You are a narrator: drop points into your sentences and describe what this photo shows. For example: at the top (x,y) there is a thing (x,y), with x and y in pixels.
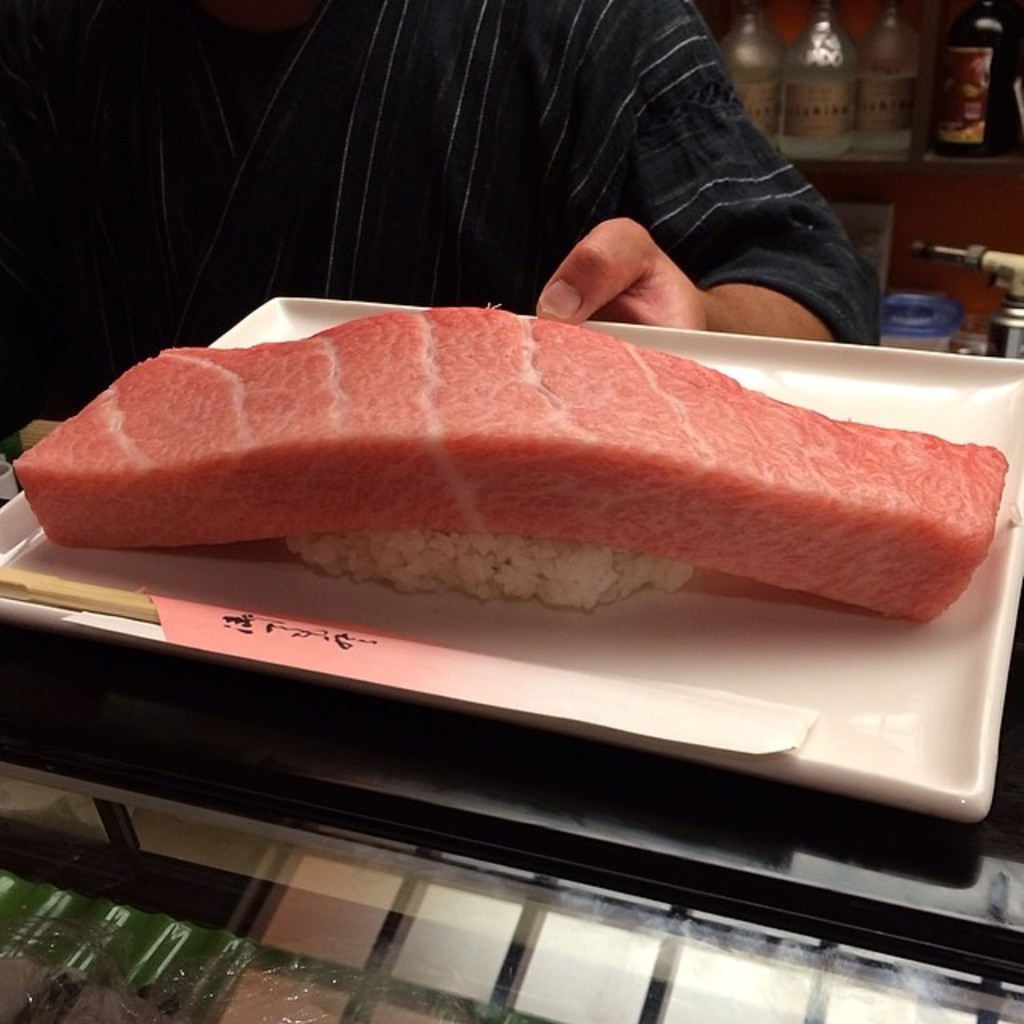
In this image there is meat (308,414) on the tray (571,651), which is placed on the table (132,663), in front of that there is a person (606,207), behind the person (630,272) there are a few bottles (954,81) and few objects (922,250) in the rack (934,72).
